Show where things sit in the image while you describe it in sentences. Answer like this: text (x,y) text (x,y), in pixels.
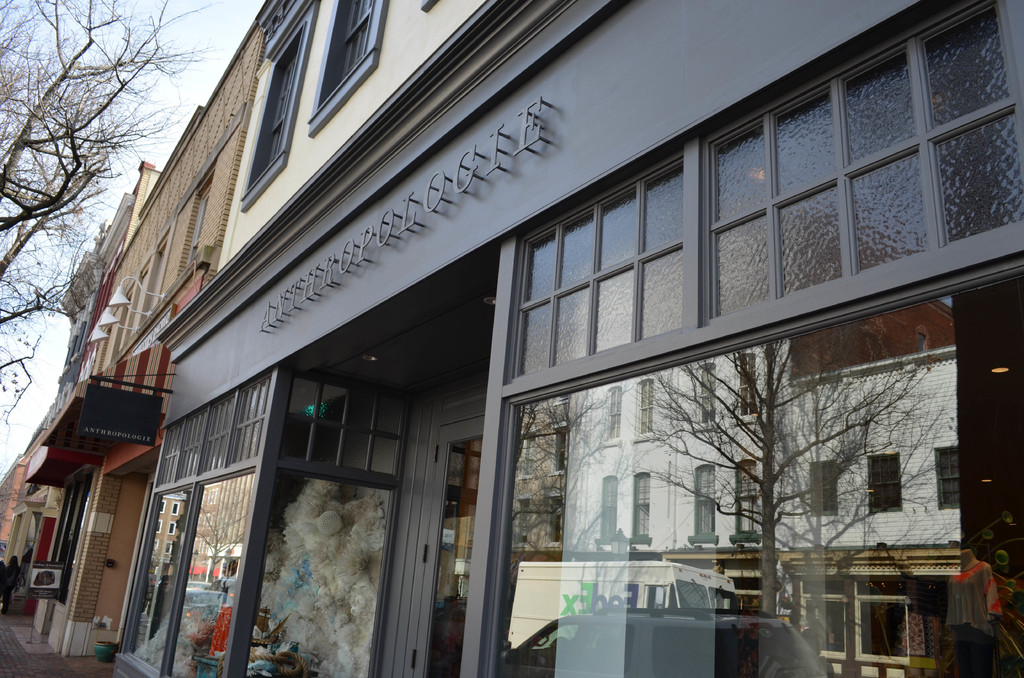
In the picture we can see a building (540,486) with a windows (544,486) and shops (46,539) and glass walls (560,483) and besides it also we can see some buildings (60,530) with a pillar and some part of tree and a sky (247,11).
